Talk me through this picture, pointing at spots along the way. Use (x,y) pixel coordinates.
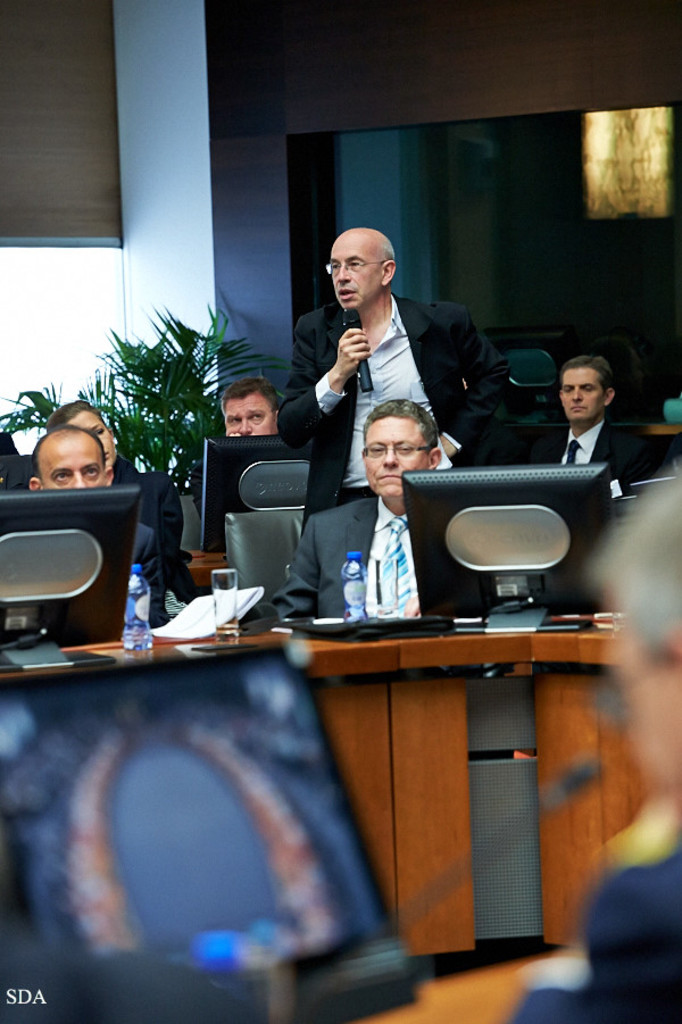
In this image we can see group of people (74,465) sitting in front of monitors (490,556). One person (331,374) is standing wearing spectacles (355,267) and holding a microphone (364,372) in his hand (359,348). In the background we can see a plant (137,353) and a window (91,263).
